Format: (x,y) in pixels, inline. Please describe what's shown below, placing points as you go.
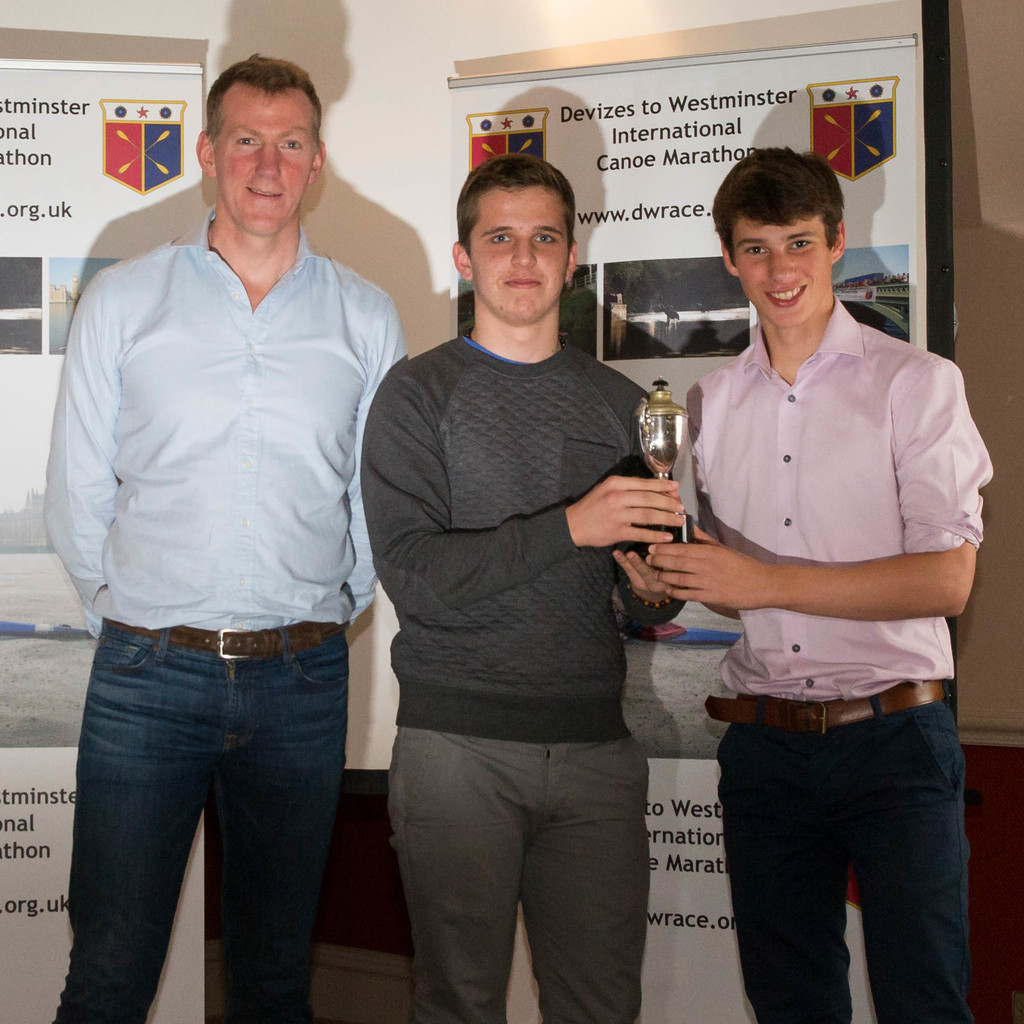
In the image few people (164,659) are standing and smiling and holding something in their hands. Behind them there is wall (1019,468) and banners (51,83).
